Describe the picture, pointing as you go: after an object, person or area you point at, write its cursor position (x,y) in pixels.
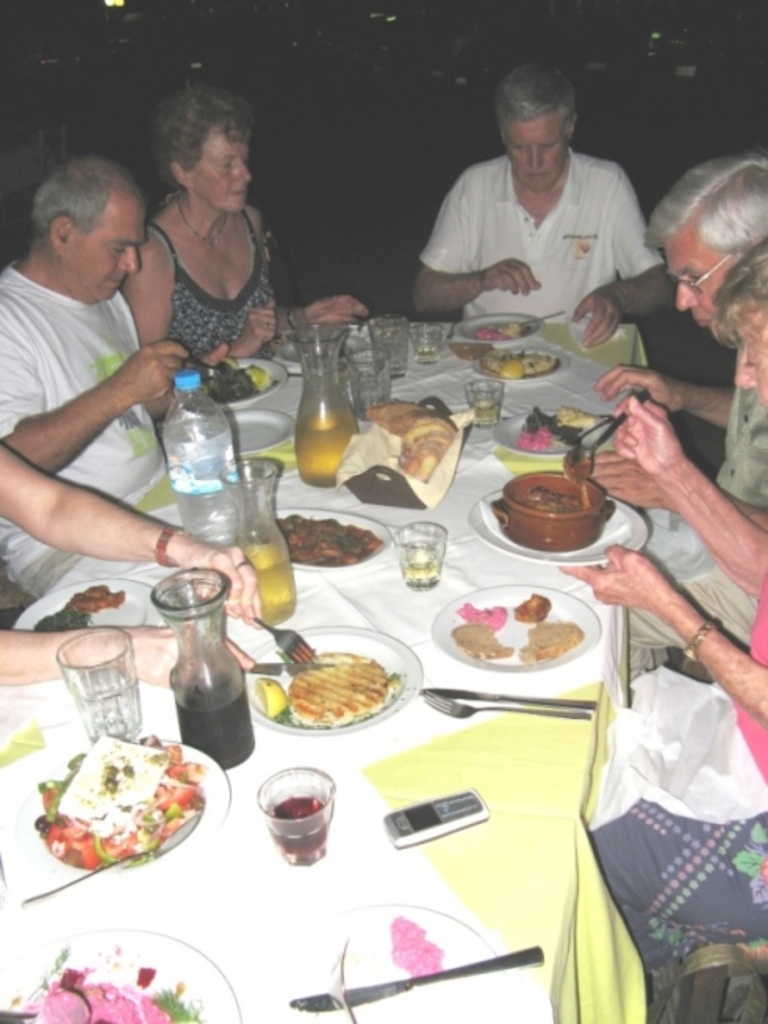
In this picture we can see many people (62,546) sitting on the chairs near a table (308,874) and having food (80,1005).
